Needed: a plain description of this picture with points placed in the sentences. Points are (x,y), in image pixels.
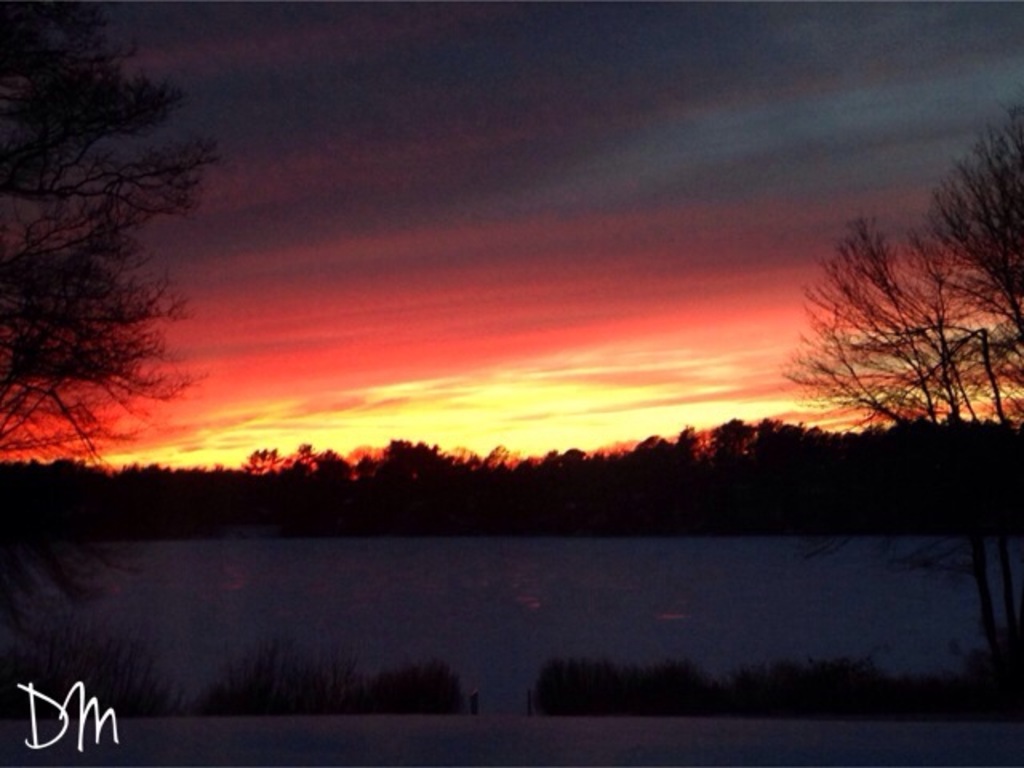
This image is taken outdoors. At the top of the image (487,248) there is a sky (515,335) with clouds (537,341) and sun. In the middle of the image (647,466) there are a few trees (98,485) and plants (295,507).
